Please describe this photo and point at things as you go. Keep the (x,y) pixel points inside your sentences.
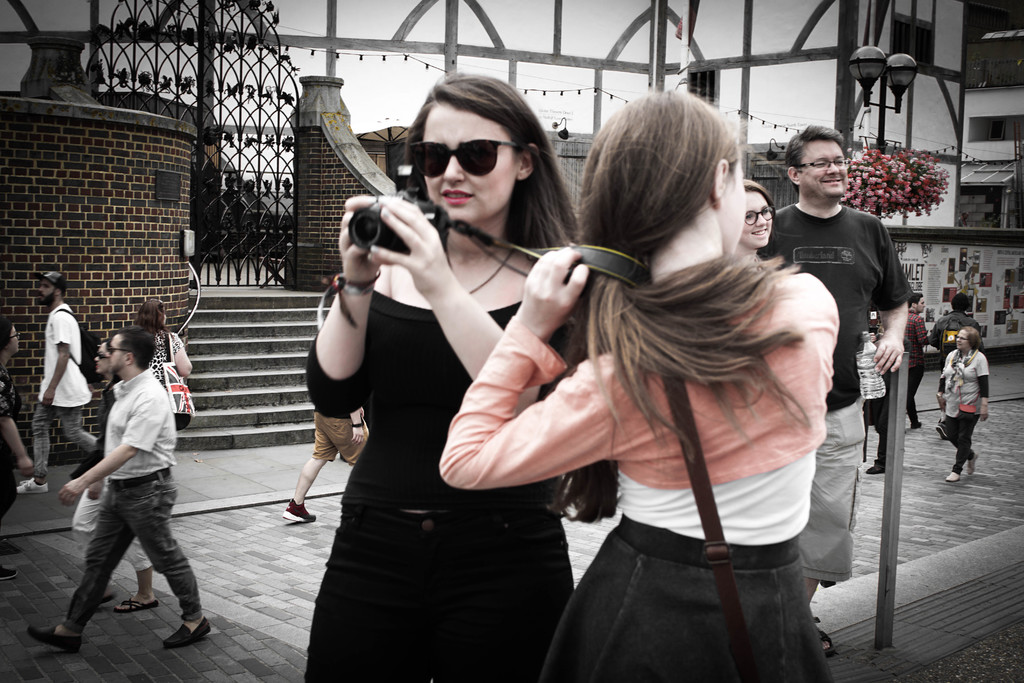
There is a woman (457,301) in black color dress (440,382) standing, and holding a camera (383,224). In front of her, there is a girl (674,534) standing. In the background (167,456), there is a road (210,505), people (171,470) are walking on it, wall (61,173), gate (234,84), plant (872,167), flowers (900,179), lights (873,79), wall poster (953,272) and other items (1001,193).
